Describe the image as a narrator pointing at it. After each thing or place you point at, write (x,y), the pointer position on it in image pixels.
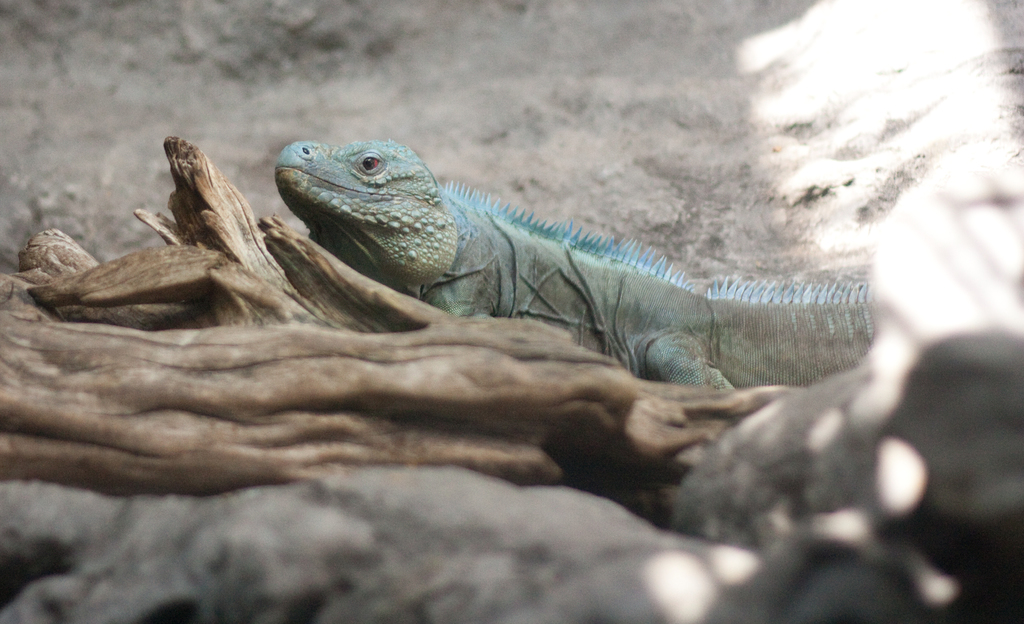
There is a blue color animal (583,293) near the wooden sticks (336,337).
